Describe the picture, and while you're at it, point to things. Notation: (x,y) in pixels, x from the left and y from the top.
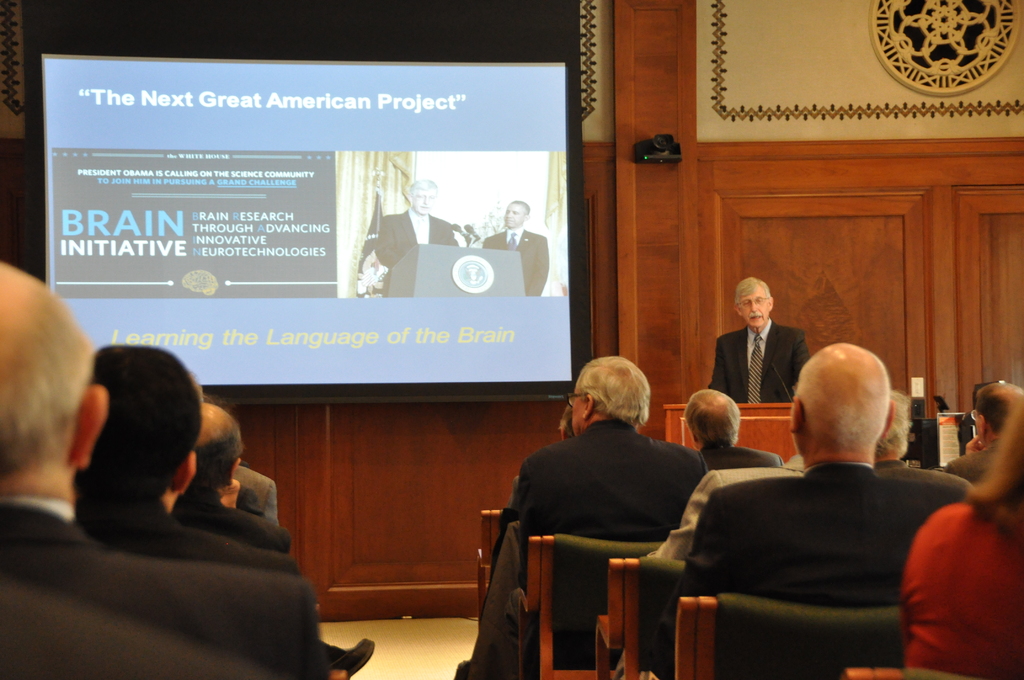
Here we can see some persons (535,476) are sitting on the chairs (782,634). This is floor (412,642). Here we can see a man (796,334) standing on the floor (398,639). In the background (751,186) there is a wall (826,90) and this is screen (368,201).
